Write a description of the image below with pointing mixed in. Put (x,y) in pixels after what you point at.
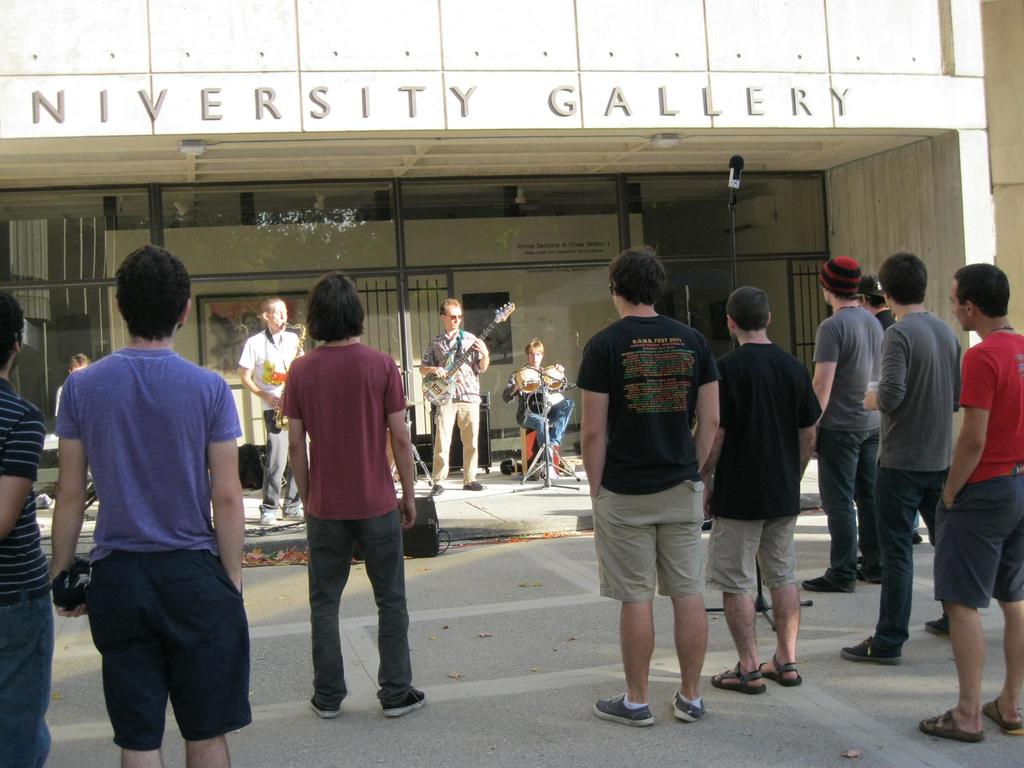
In this picture we can see a group of people (169,667) standing on the ground (841,601) and in front of them we can see some people (472,382), musical instruments (297,327), posters (255,331), rods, frame (240,331), stands (516,491), walls (504,375) and some objects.
